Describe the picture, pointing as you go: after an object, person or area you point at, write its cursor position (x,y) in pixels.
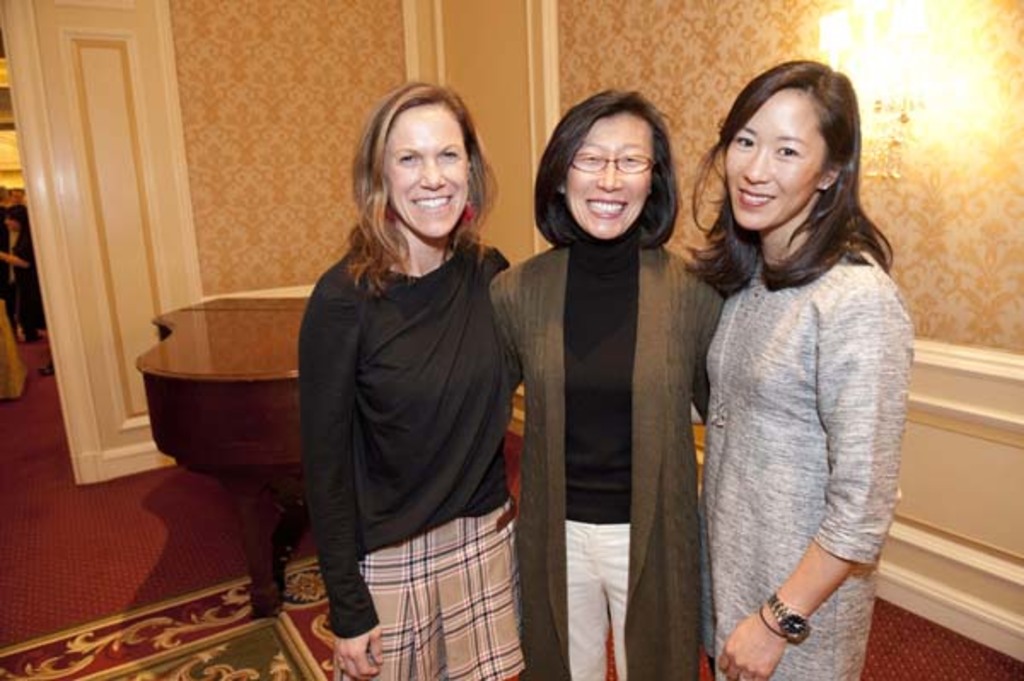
In the front (548,296) three women (659,390) are standing and smiling. Floor (197,481) with carpet (210,590). In the background (270,57) we can see walls (251,64), people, table (239,327) and light (894,134). Light (929,60) is on the wall (950,33).
